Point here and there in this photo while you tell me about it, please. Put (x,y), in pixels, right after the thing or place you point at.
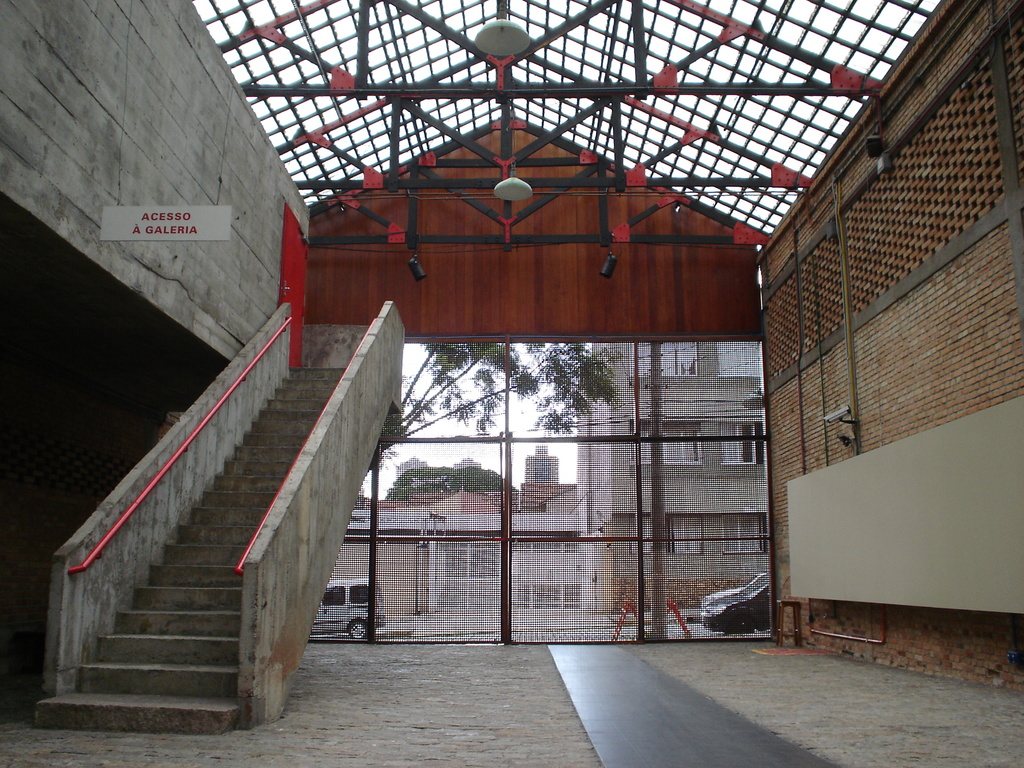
This is a inside view of a building (538,334), where there are lights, CC camera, iron grills (385,49), door (297,349), staircase (93,520), name board (218,237) hanging, and in the background (446,419) there are buildings (438,553), trees (462,411), vehicles (752,615) on the road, sky (527,414).
